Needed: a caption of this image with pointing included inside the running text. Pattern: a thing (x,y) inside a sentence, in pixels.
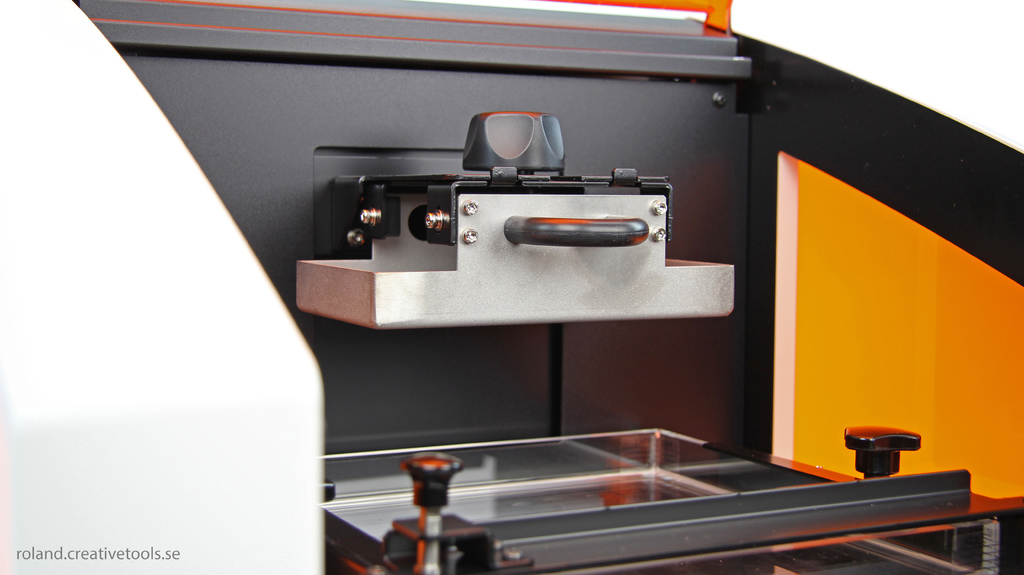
In this picture we can see a handle (631,223), screws (471,235), buttons (475,152) and a glass platform (502,458).
